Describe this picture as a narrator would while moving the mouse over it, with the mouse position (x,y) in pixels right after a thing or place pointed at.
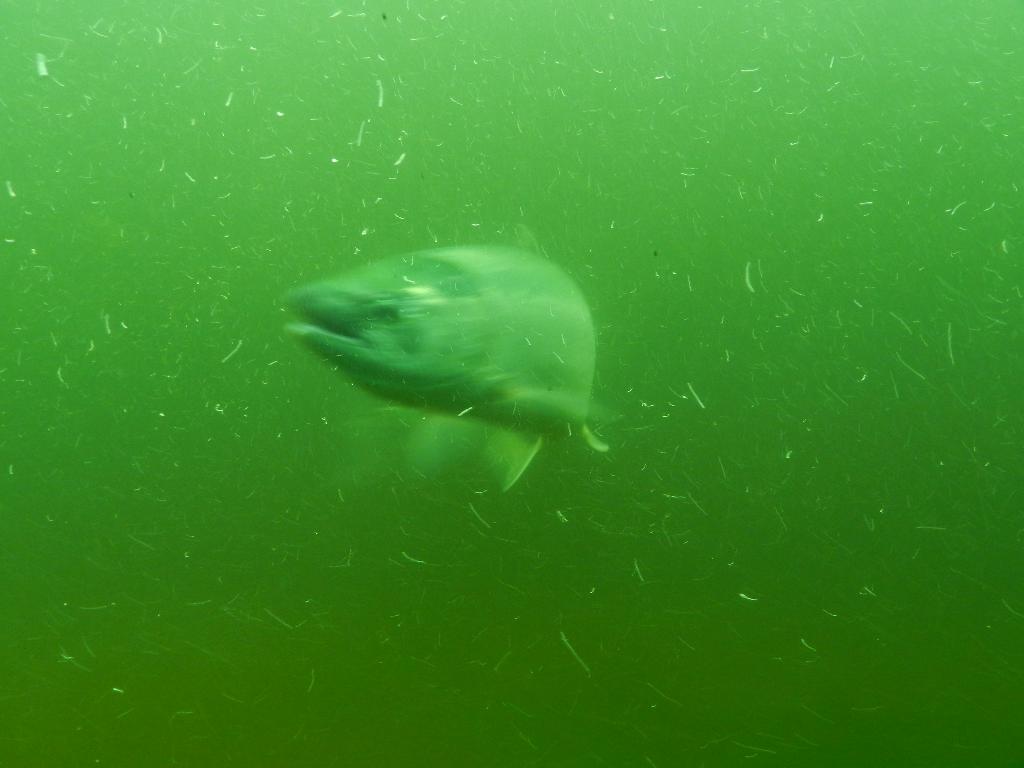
In the picture we can see a fish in the water (168,397), the water (174,482) is green in color.
